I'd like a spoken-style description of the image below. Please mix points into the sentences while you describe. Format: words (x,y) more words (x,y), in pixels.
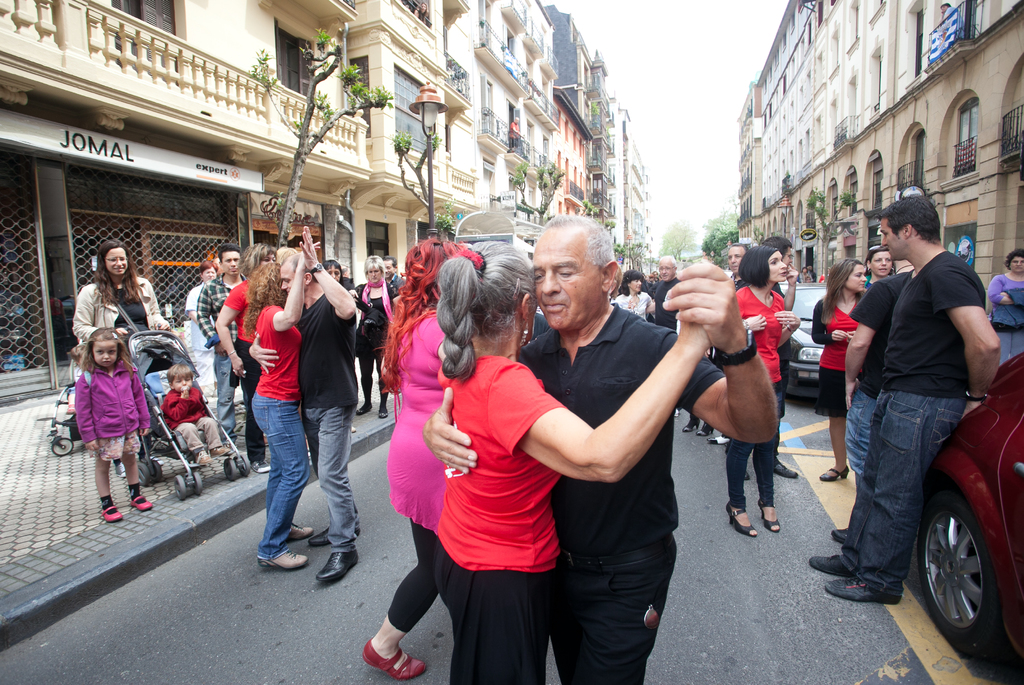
In this image, there are a few people (219,436) and vehicles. We can see the ground (196,506). We can see some buildings (640,181) and boards (98,162) with text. We can see a baby trolley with a kid (194,416). There are a few trees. We can see some poles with lights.
